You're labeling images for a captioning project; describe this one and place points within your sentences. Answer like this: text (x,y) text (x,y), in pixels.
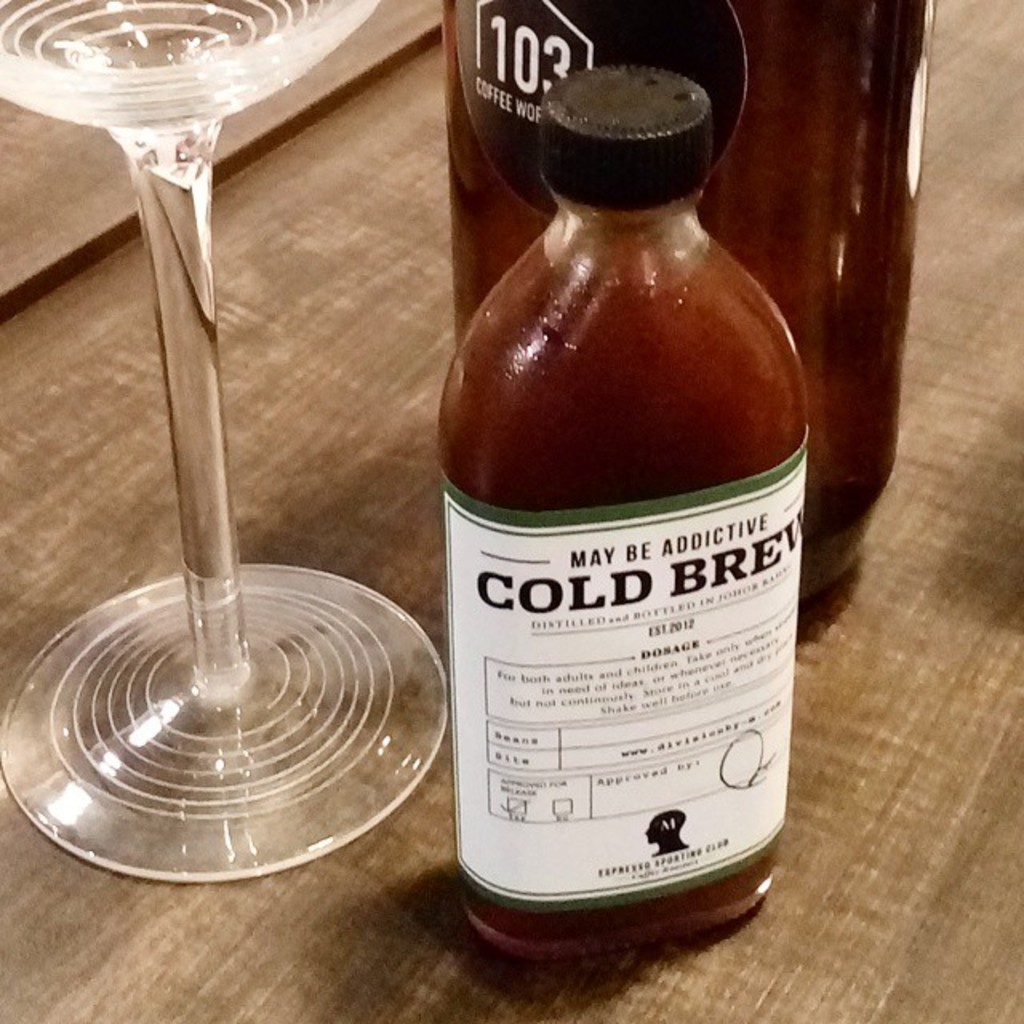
There is one glass (187,167) and two bottles (616,429) are kept on a wooden surface (324,489).
